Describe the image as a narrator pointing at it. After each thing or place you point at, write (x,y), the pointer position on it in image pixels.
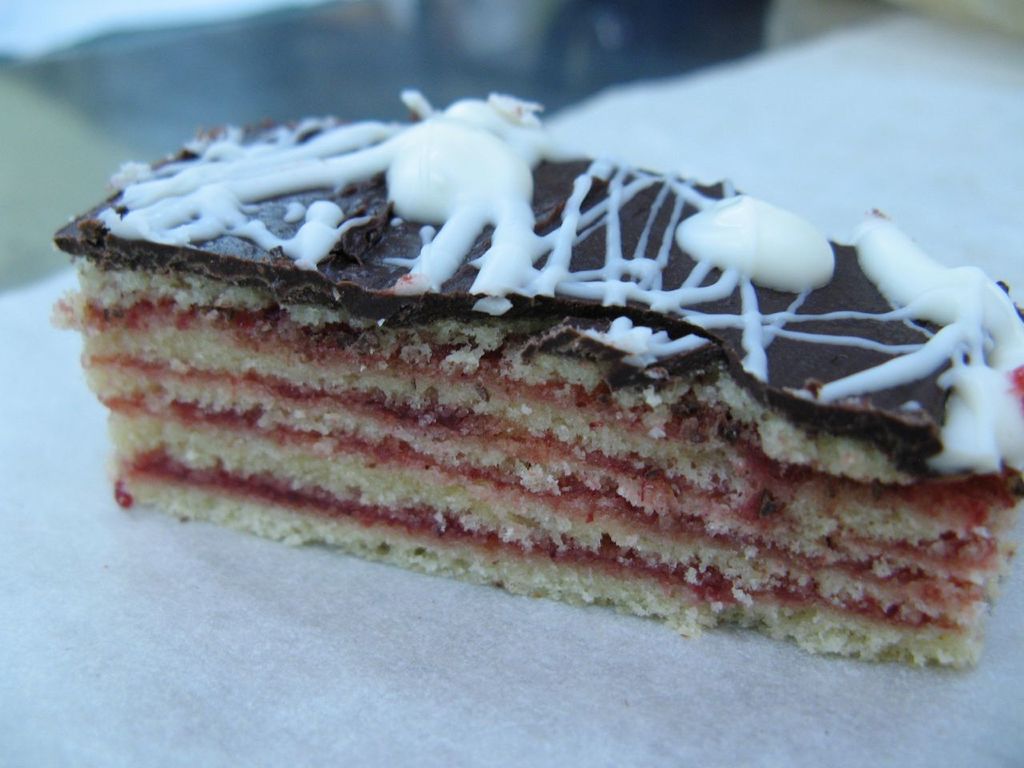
On this white surface (204,548) there is a food (569,570). Background (103,77) it is blur.
